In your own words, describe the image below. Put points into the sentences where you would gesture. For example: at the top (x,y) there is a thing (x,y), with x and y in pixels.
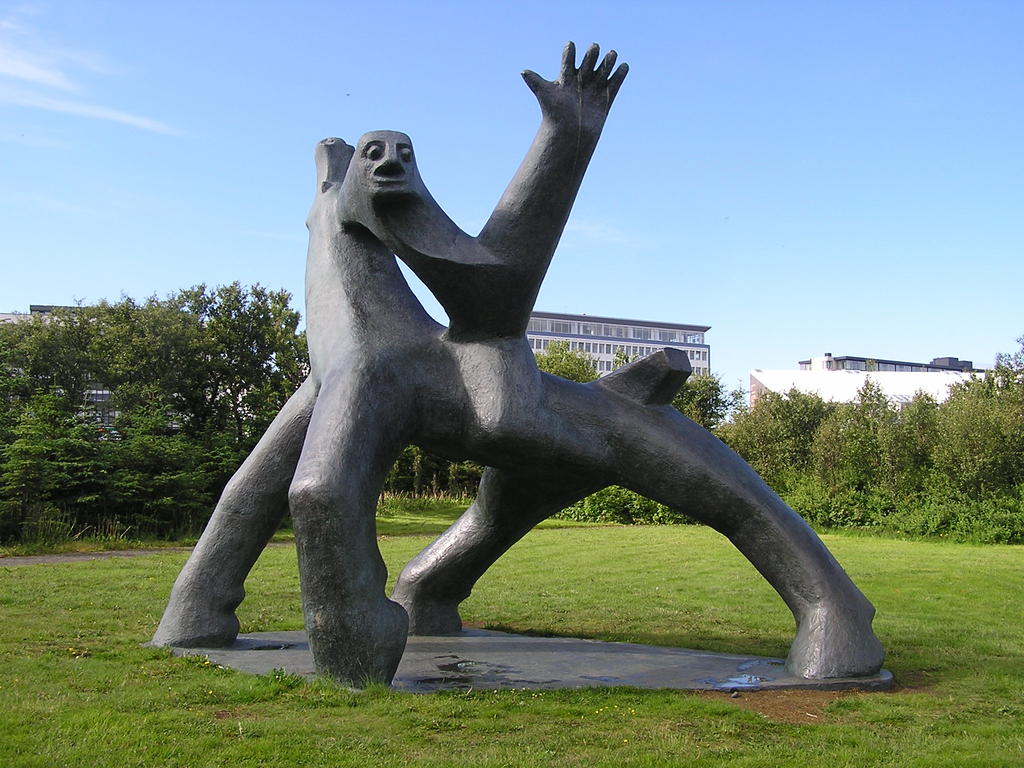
In this image we can see a statue (345,560) on the ground (648,691) and there are few trees (972,506), buildings (602,365) and the sky (276,93) in the background (700,128).
